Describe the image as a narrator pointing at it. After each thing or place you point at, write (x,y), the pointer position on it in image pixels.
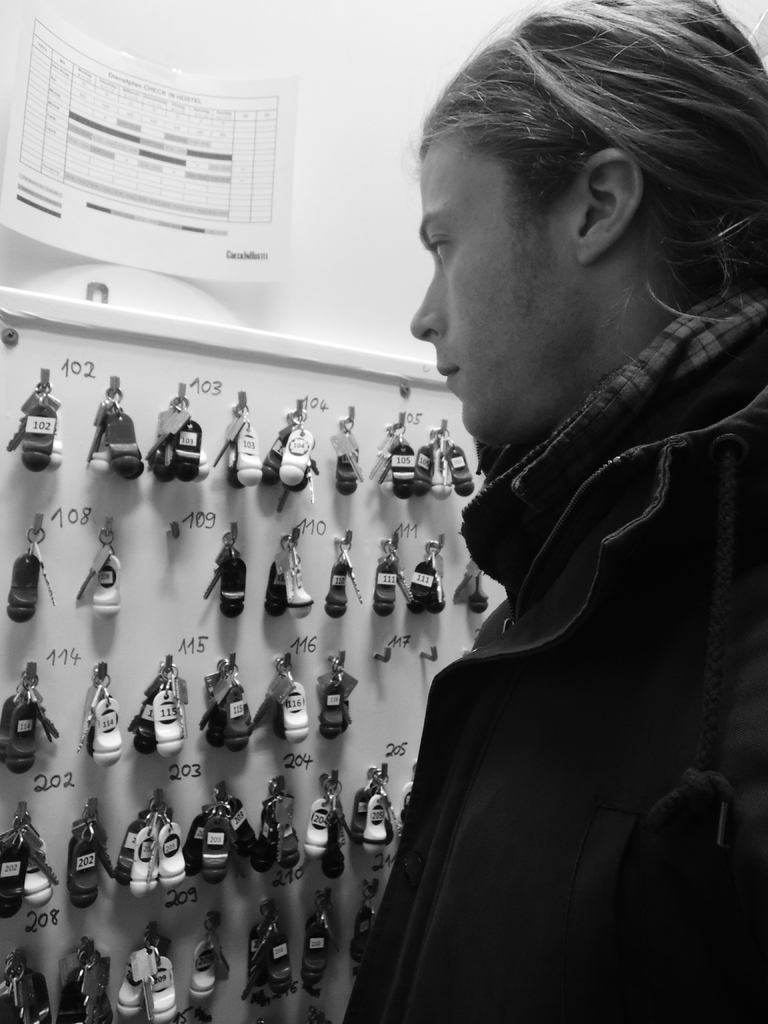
It is a black and white image. In this image there is a person (472,805) standing on the floor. In front of him there are many keychains (170,689) on the board (269,388). At the back side (289,81) there is a wall (319,34) and paper sheet (159,184) is attached to it.
